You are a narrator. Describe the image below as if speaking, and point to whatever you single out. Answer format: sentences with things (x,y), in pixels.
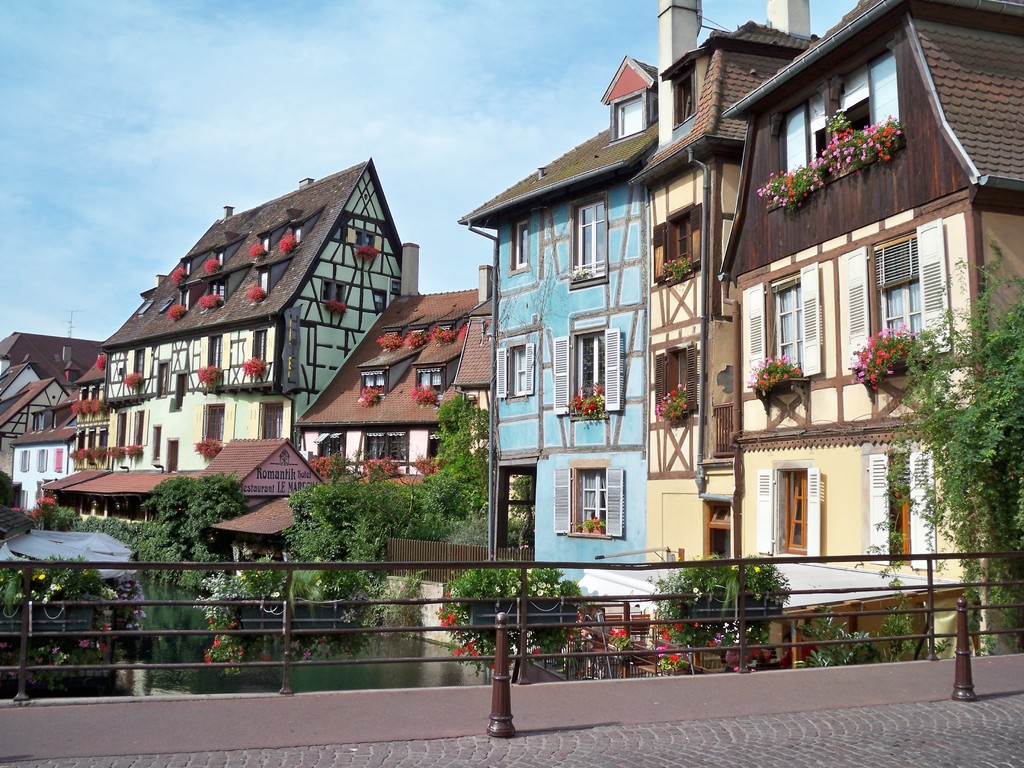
At the bottom of the picture (575,663), we see the pavement (648,693) and the railing (386,661). In the middle of the picture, we see water (388,649) and this water (390,646) might be in the canal (355,672). In this picture, we see trees (389,498), flower pots (425,393), plants (163,532) and buildings (371,456). At the top (597,63), we see the sky (500,87), which is blue in color.
